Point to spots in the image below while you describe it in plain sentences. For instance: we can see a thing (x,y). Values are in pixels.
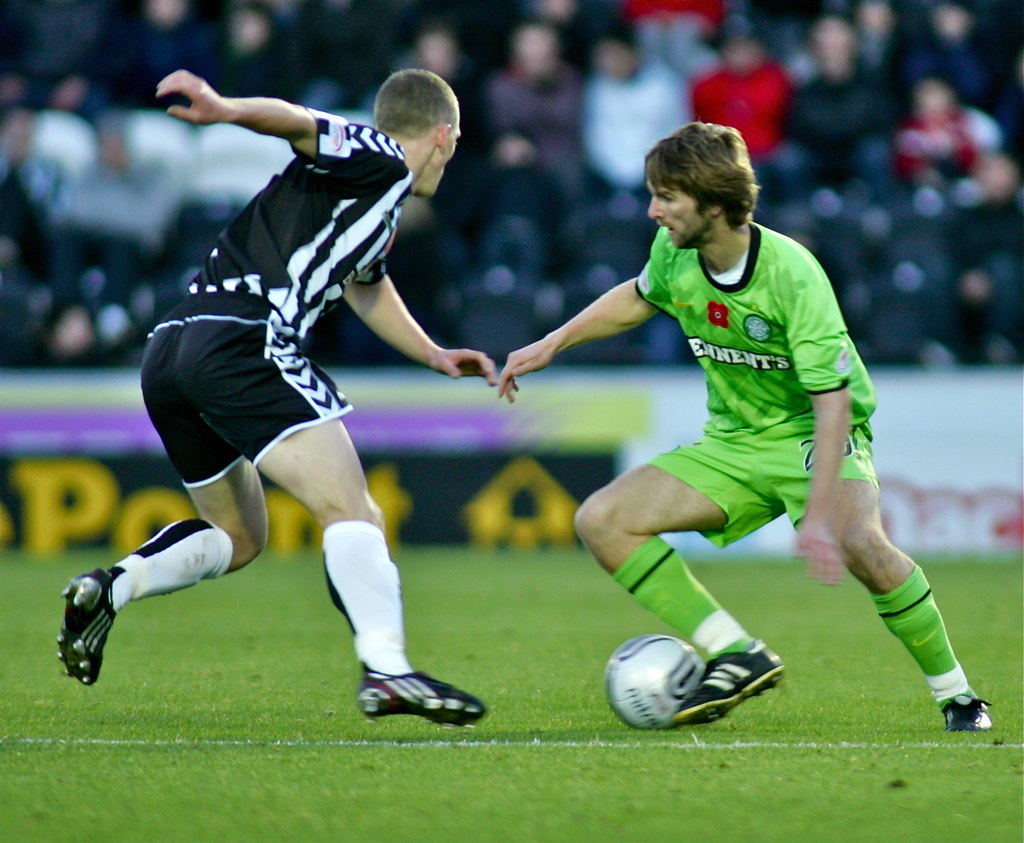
In this image there are two players (781,460) who are playing the football. In the background (496,68) there are so many spectators (307,62) who are watching the game.
